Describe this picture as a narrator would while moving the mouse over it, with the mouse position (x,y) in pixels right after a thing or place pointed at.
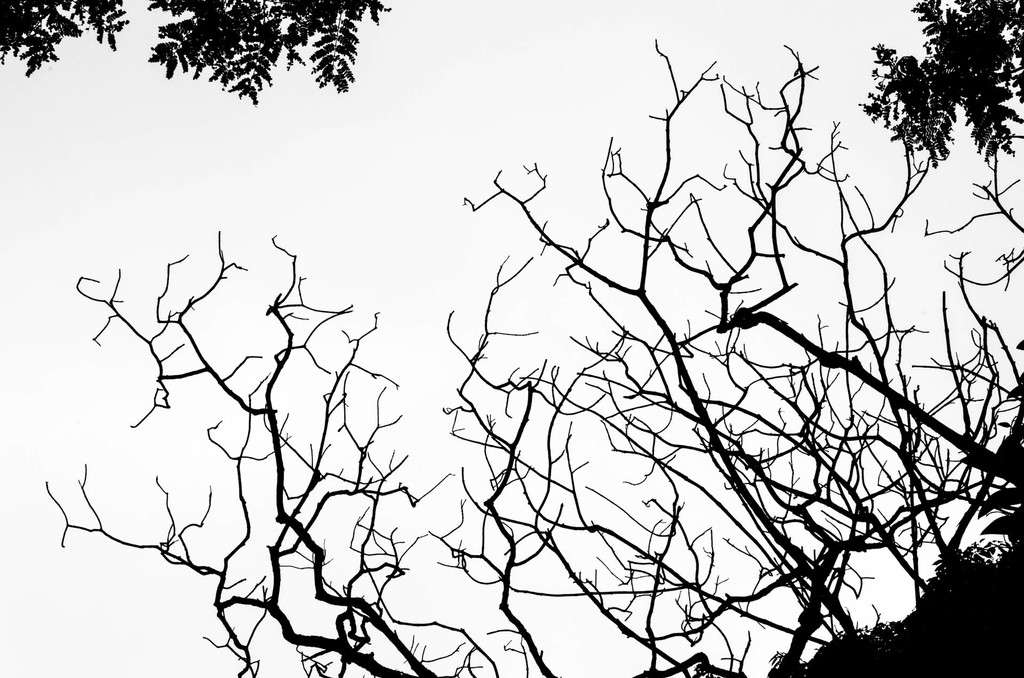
In this picture we can see the black and white photography of the dry plant branches (879,527).
